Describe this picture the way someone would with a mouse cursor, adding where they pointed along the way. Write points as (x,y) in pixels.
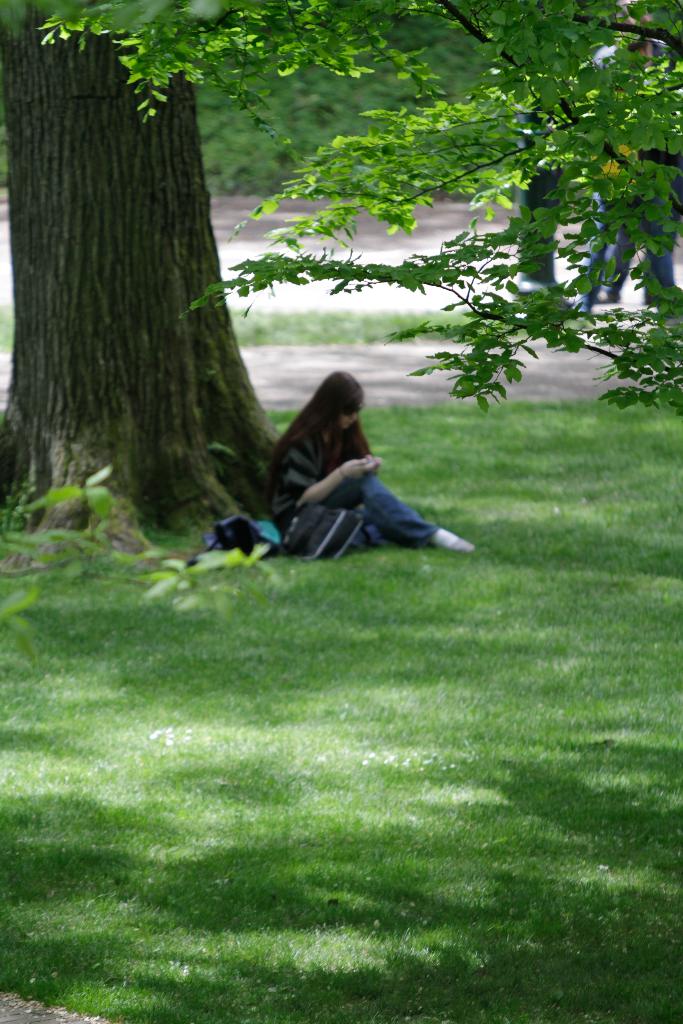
Here we can see a woman (378,506) sitting on the ground (441,746) and there is a bag (291,546). This is grass (271,896) and there are trees (555,216). Here we can see few persons (651,285) on the road (481,295).
